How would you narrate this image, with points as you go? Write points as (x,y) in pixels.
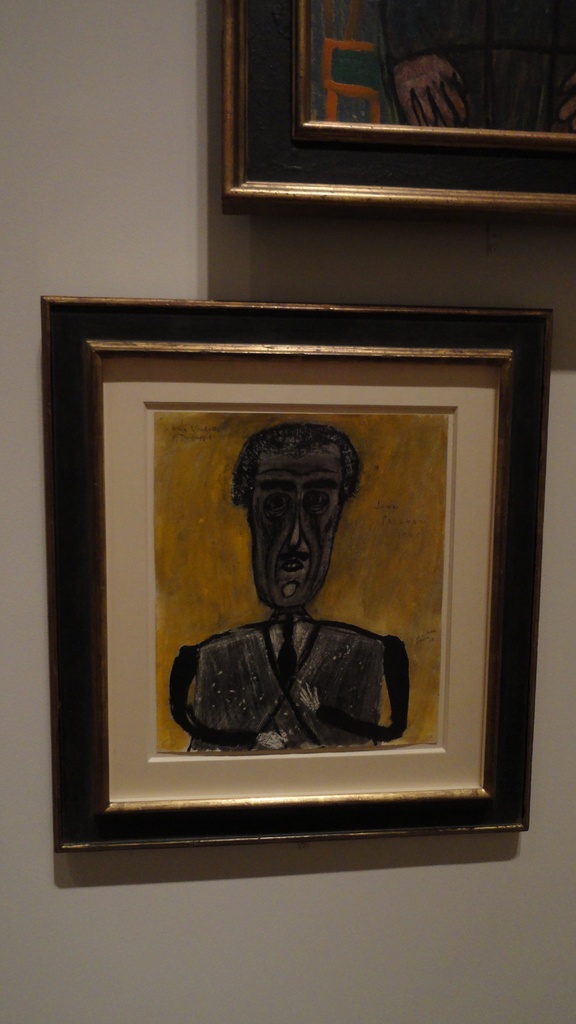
In this image we can see two frames (341,372) on the wall (159,865).
